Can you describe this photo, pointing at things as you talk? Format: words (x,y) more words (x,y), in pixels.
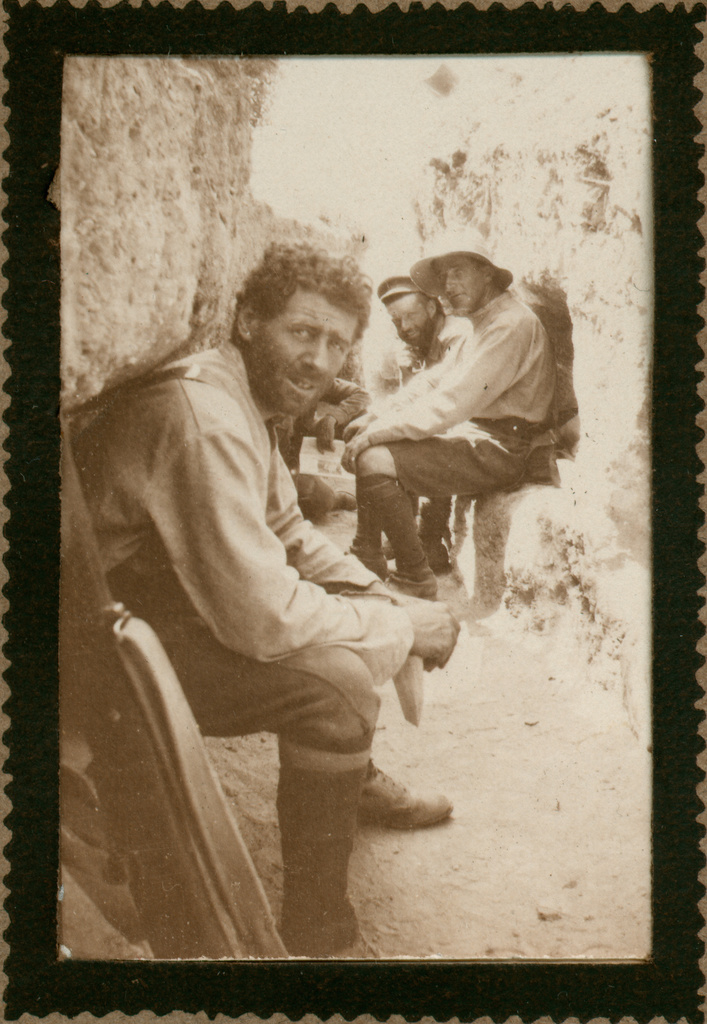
In this edited image, we can see people (413,472) wearing clothes (483,436). There is an object (171,765) in the bottom left of the image (162,816).
